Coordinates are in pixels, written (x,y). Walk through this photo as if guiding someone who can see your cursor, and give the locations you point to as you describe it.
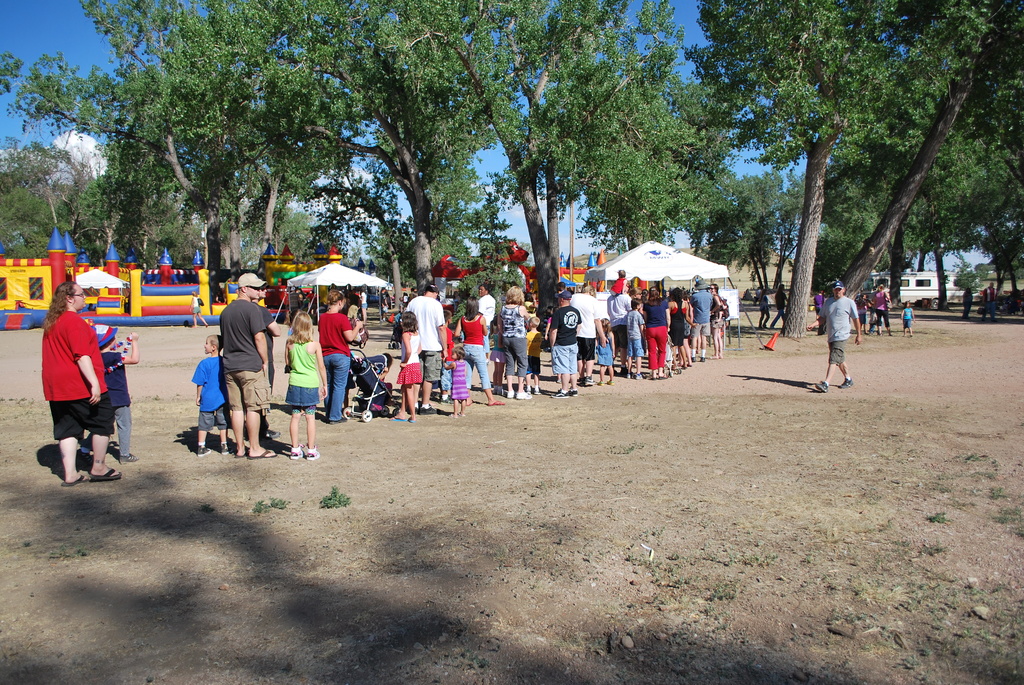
In the picture we can see a ground surface (938,404) with some people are standing in the queue with their children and we can see some trees (939,292) and beside it, we can see some playing things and in the background (901,293) we can see a vehicle (924,298) and behind the trees (923,266) we can see the sky (962,255).
